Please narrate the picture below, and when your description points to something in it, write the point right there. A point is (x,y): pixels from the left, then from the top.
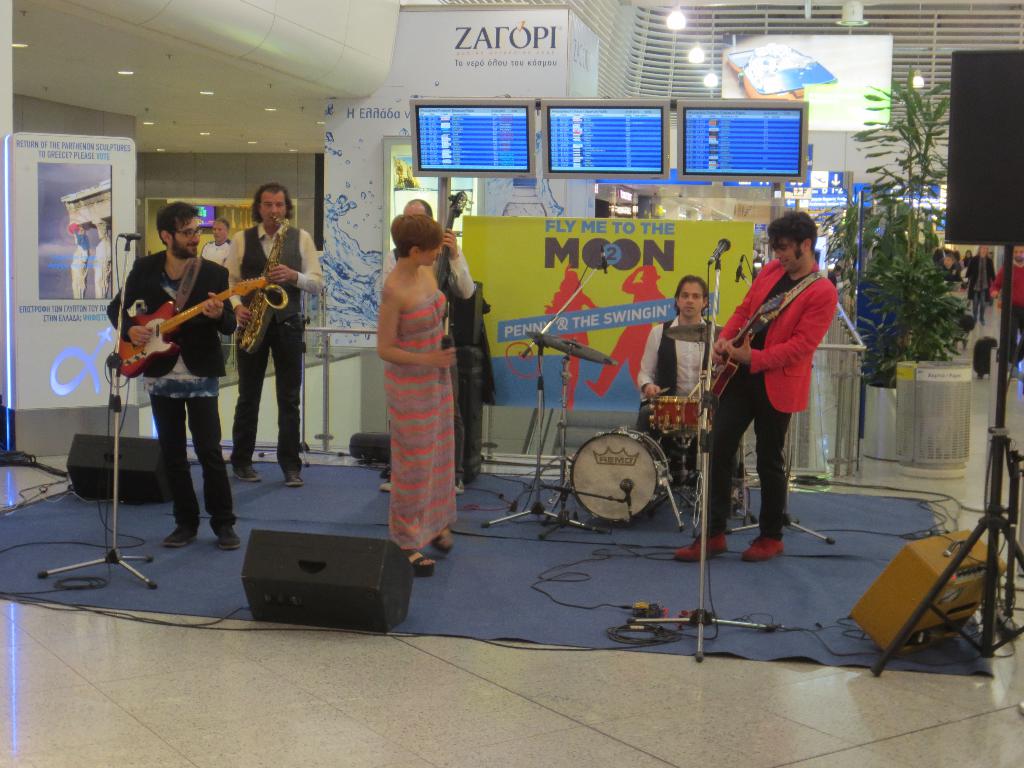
This image describes about group of people (698,305), few people (825,299) are standing and playing musical instruments (165,334) in front of them we can see a microphone (129,235), in the middle of the image (407,429) a woman (397,433) is standing she is holding a microphone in the background (658,370) a person (683,357) is seated on the chair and playing drums (570,458) and also we can see monitors (523,125), hoarding (590,243) and couple of trees (838,257) in this image.
